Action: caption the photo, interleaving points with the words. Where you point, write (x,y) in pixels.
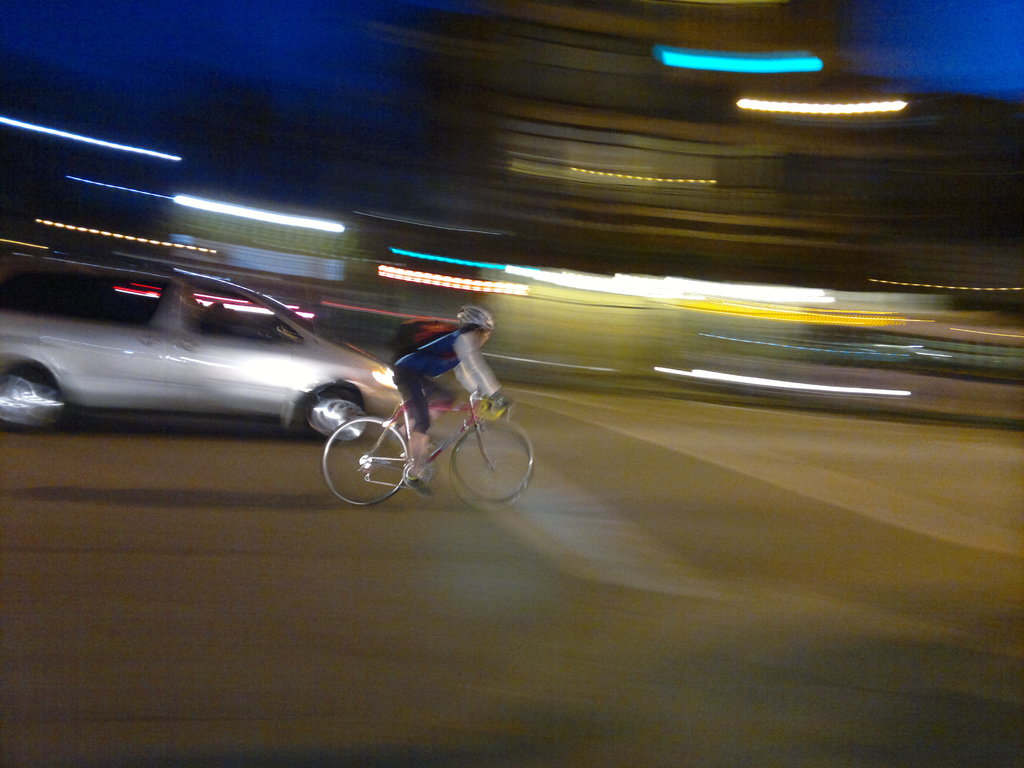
In this image we can see a person (464,373) wearing the bag (417,343) and riding the bicycle (413,459) on the road (600,492). We can also see a vehicle (79,296) passing and the background (726,57) is blurred with the lights (882,111).
